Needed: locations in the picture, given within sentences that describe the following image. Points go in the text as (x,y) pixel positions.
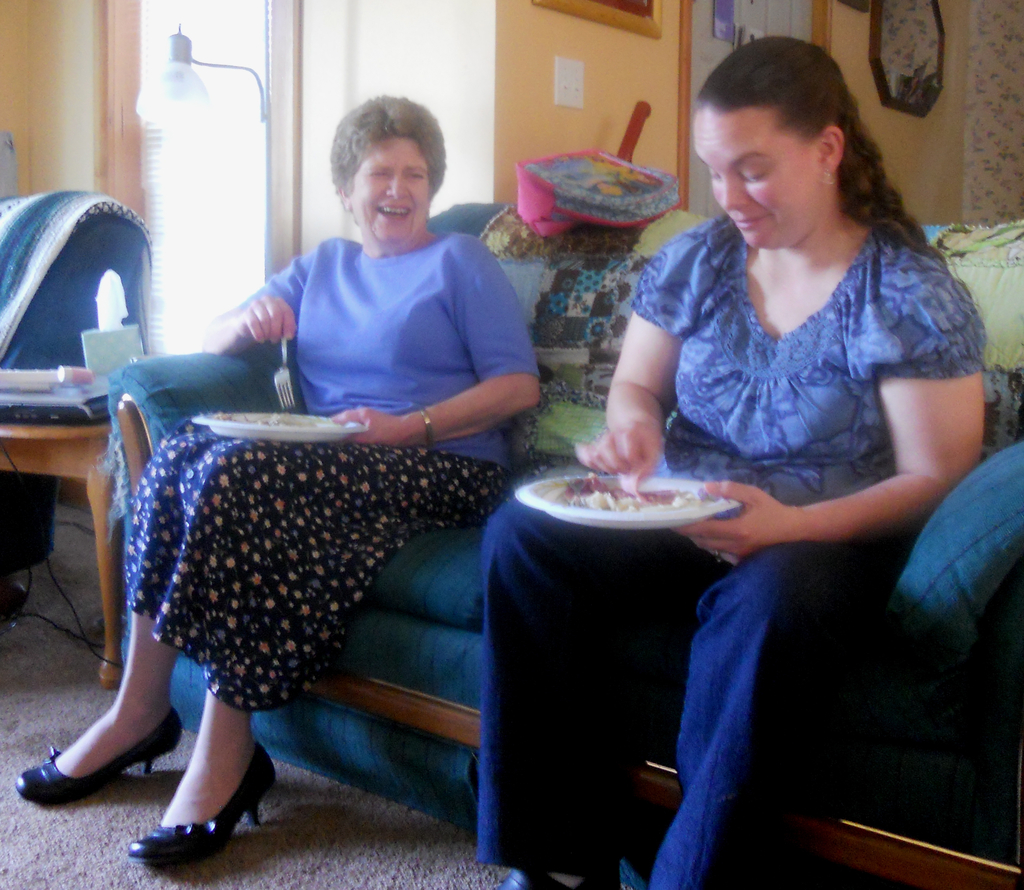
Here we can see two women (165,635) sitting on couch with plates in their hand (714,545) and there is food (616,491) in the plates (305,437) and both of them all laughing.
